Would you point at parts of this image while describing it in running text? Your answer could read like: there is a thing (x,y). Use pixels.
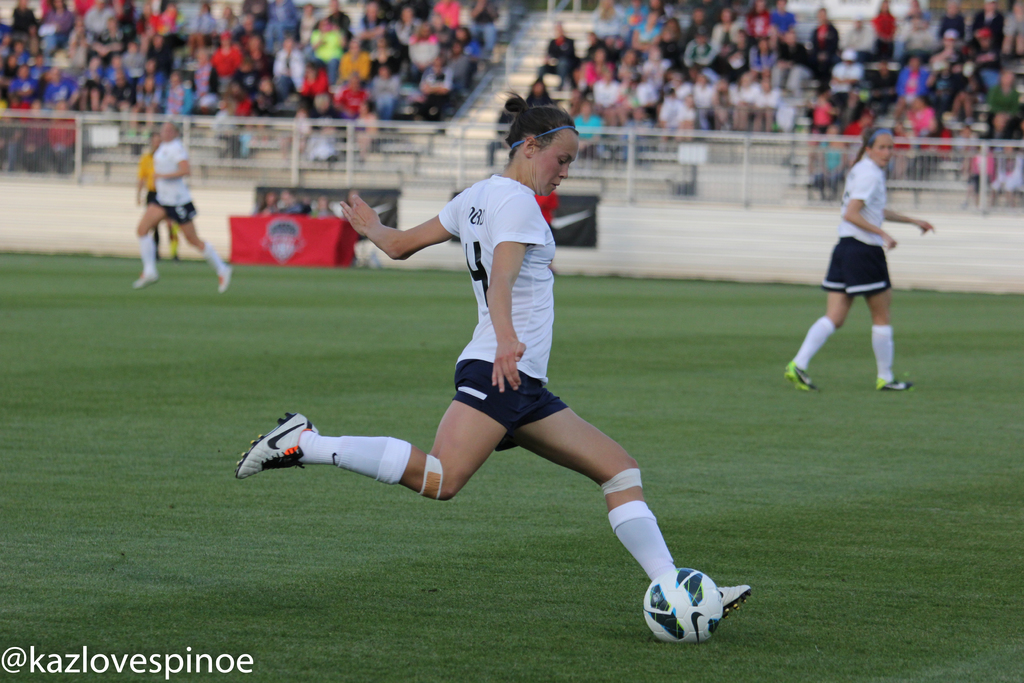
This image is clicked in a football ground (840,578). There are three women (471,258) playing this game. In the middle (551,343) the woman (440,432) is about to kick the ball (660,628). She is wearing white t-shirt (472,339) and white socks (645,550) and also the sport shoe (286,428). At the background (445,86) there is a big crowd (120,85) and railing (437,172) along with stairs (491,87). At the bottom (318,636), there is green grass (271,618) on the ground (307,612).
